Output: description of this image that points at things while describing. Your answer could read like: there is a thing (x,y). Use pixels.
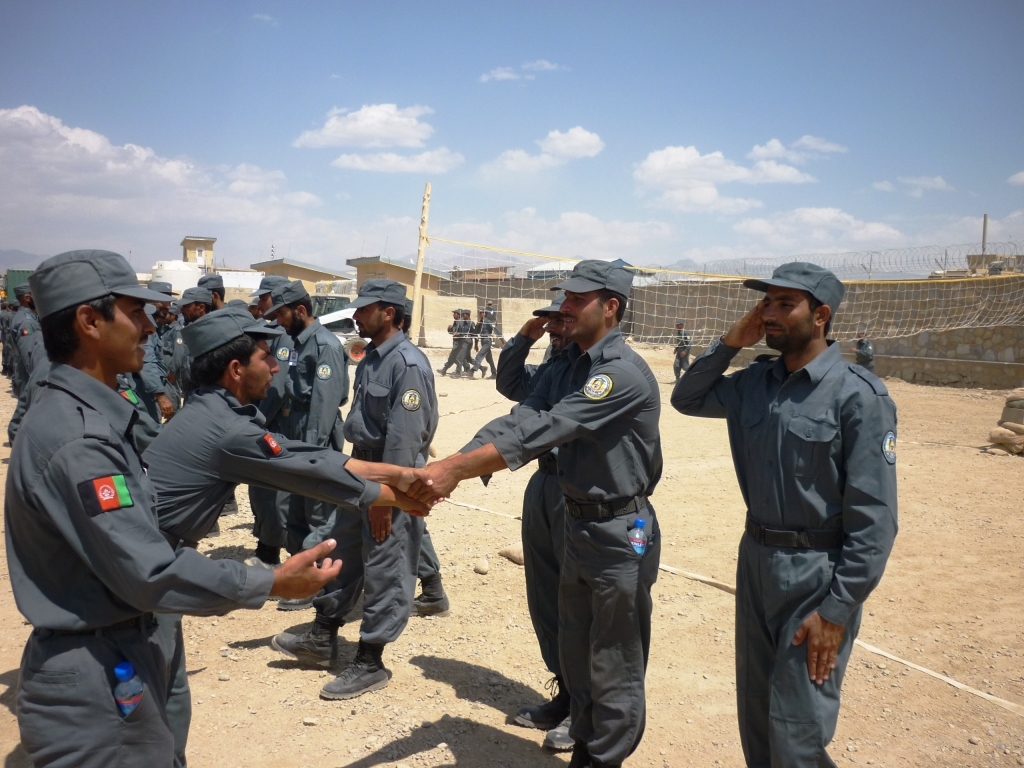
A group of people (585,289) are standing, they wore grey color dresses (560,406), caps (576,280). On the right side (699,289) there is a net (683,284). At the top (464,129) it's a sunny sky (427,102).
